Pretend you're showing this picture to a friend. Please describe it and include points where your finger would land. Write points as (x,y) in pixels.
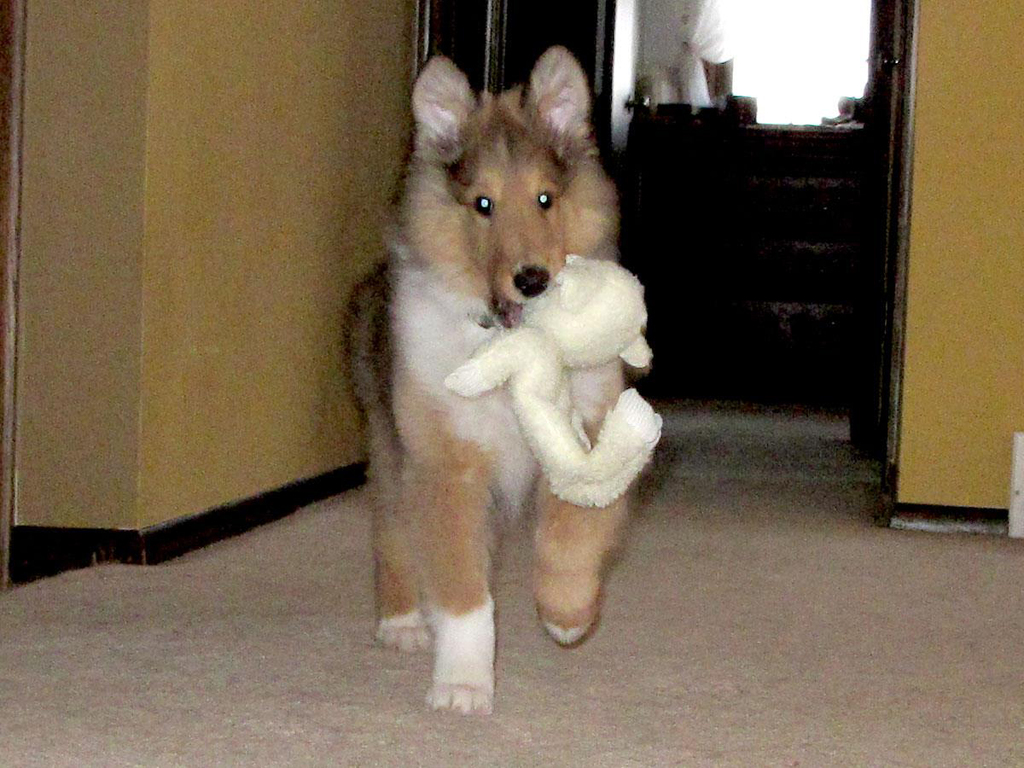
In this picture I can see a dog (595,212) standing and holding a toy (589,299), and in the background (730,152) there are some objects (647,144).
